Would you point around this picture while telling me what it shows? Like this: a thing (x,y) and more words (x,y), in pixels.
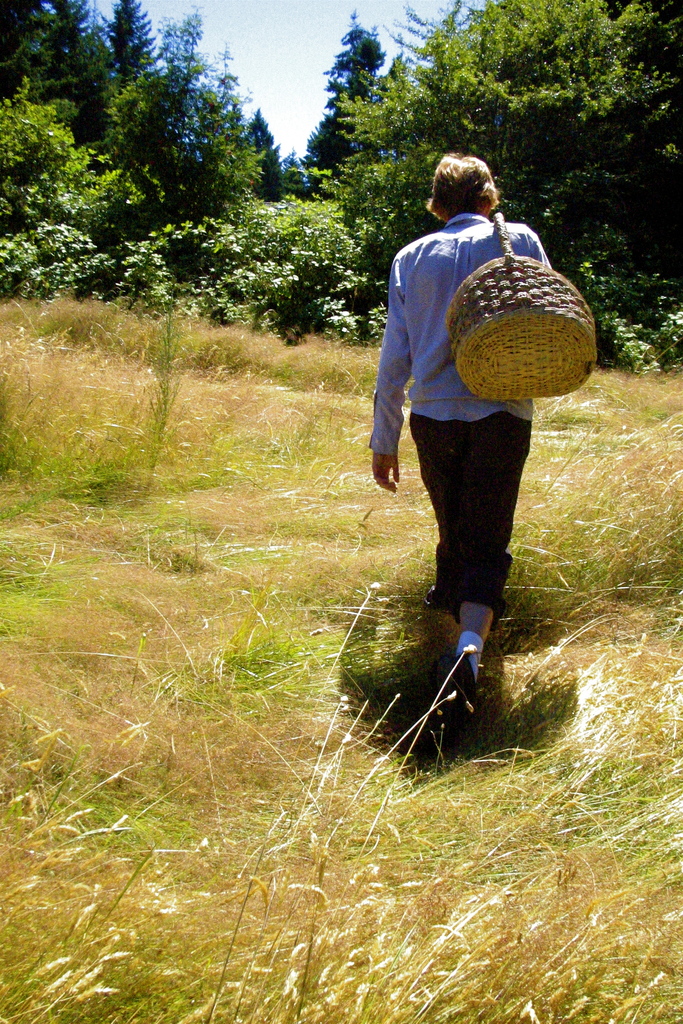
In this picture we can observe a person (430,484) walking on the land (423,657), holding a basket (520,283) on his shoulder (514,239). There is some grass (193,691) on the ground (285,660). In the background (167,249) there are plants (331,258) and trees (154,164). We can observe a sky (271,78) here.
